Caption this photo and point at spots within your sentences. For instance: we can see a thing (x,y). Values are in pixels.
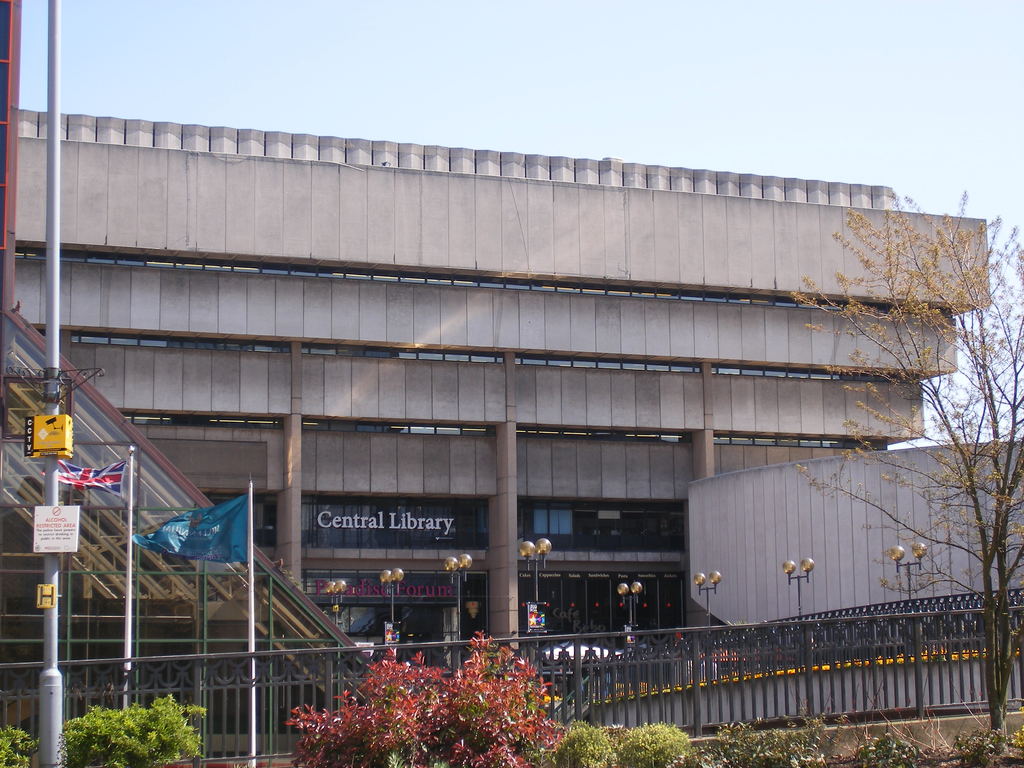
In this image we can see a building (438,449) on which we can see some text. In front of the building (478,616) we can see a metal rail (888,641), few poles (391,634) with lights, a group of plants (463,666) and a tree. On the left side (252,556) we can see a street pole (58,307) and two poles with flag (223,540). At the top (479,89) we can see the sky (471,105).
